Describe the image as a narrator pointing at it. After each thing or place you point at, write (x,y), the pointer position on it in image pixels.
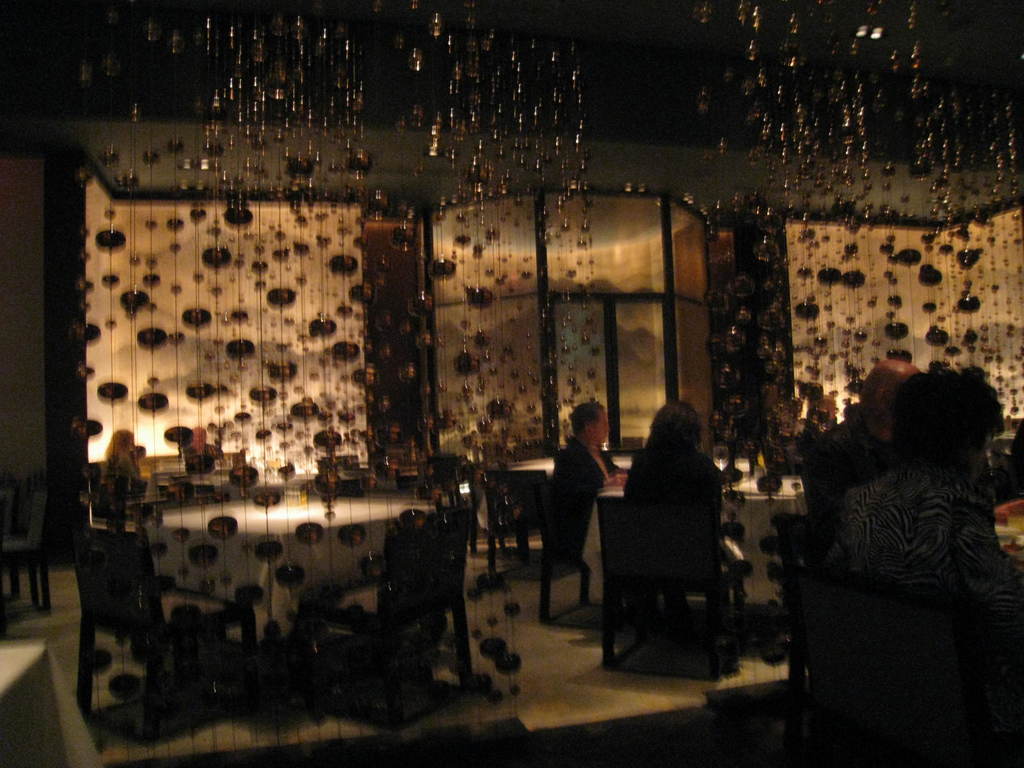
This is an image of the restaurant (559,552) where we can see tables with chairs (911,588) around, also there some people (971,573) sitting in some chairs (804,618) and we can see some glass walls (108,335) and bead hanging curtains (109,284).
